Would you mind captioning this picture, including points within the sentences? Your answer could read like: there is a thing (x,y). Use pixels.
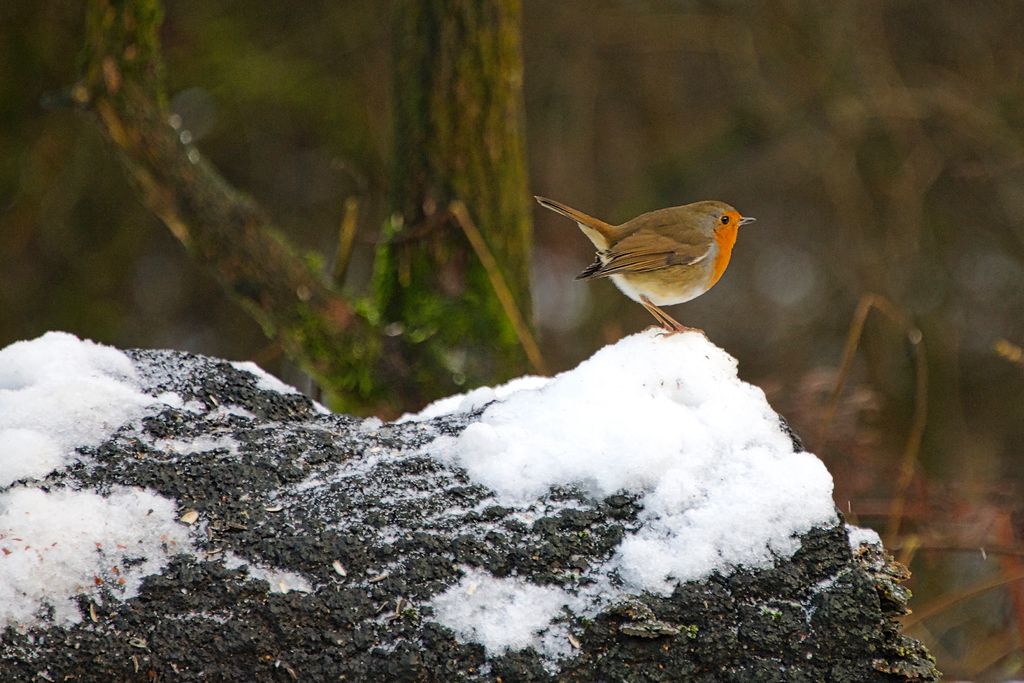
In this picture I can see there is a bird (702,235) and it is standing on a rock (326,485) and there is snow (509,608) on the rock (334,422) and in the backdrop (290,271) there are trees (319,282).
